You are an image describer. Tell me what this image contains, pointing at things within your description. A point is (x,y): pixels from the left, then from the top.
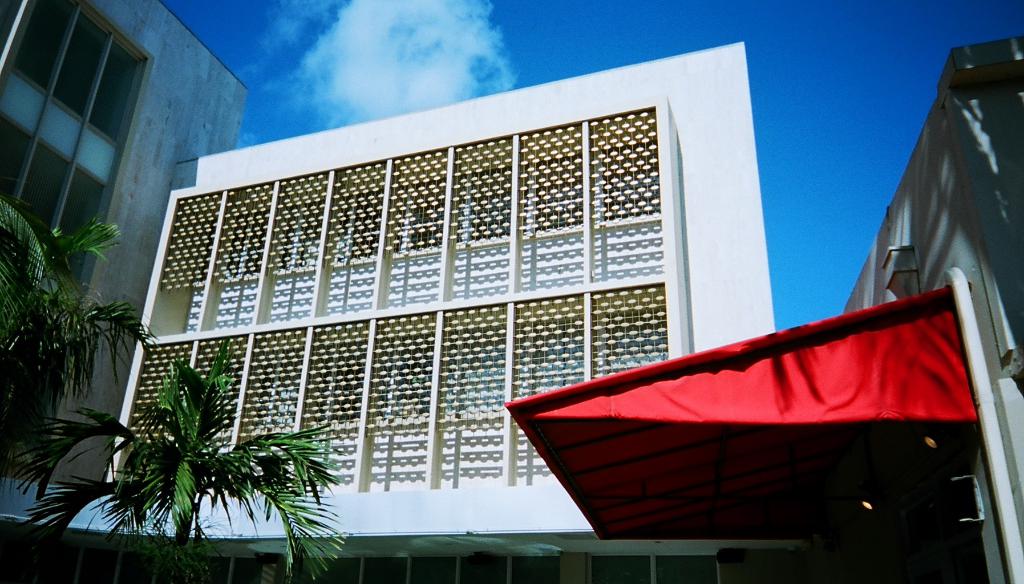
In this image we can see buildings (472,183), trees (26,233), and a shed (733,471), also we can see the sky (499,61).
